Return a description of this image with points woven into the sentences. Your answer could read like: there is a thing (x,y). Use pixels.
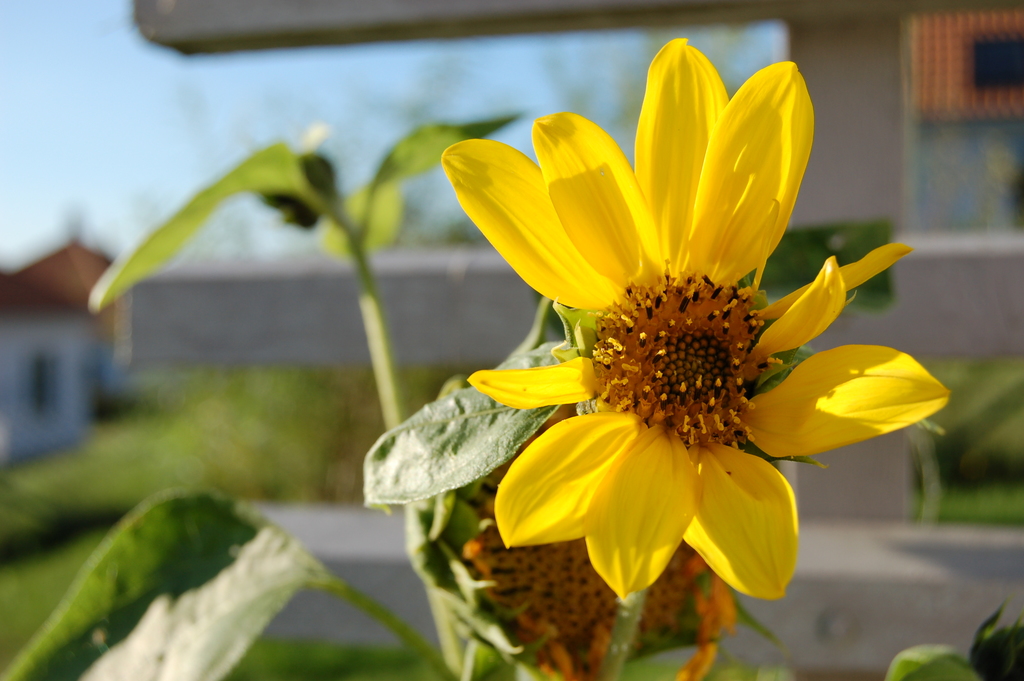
In this image I can see yellow color flower (588,460) and green leaves (470,464). Background (48,440) I can see buildings (57,425) and it is blurred.
